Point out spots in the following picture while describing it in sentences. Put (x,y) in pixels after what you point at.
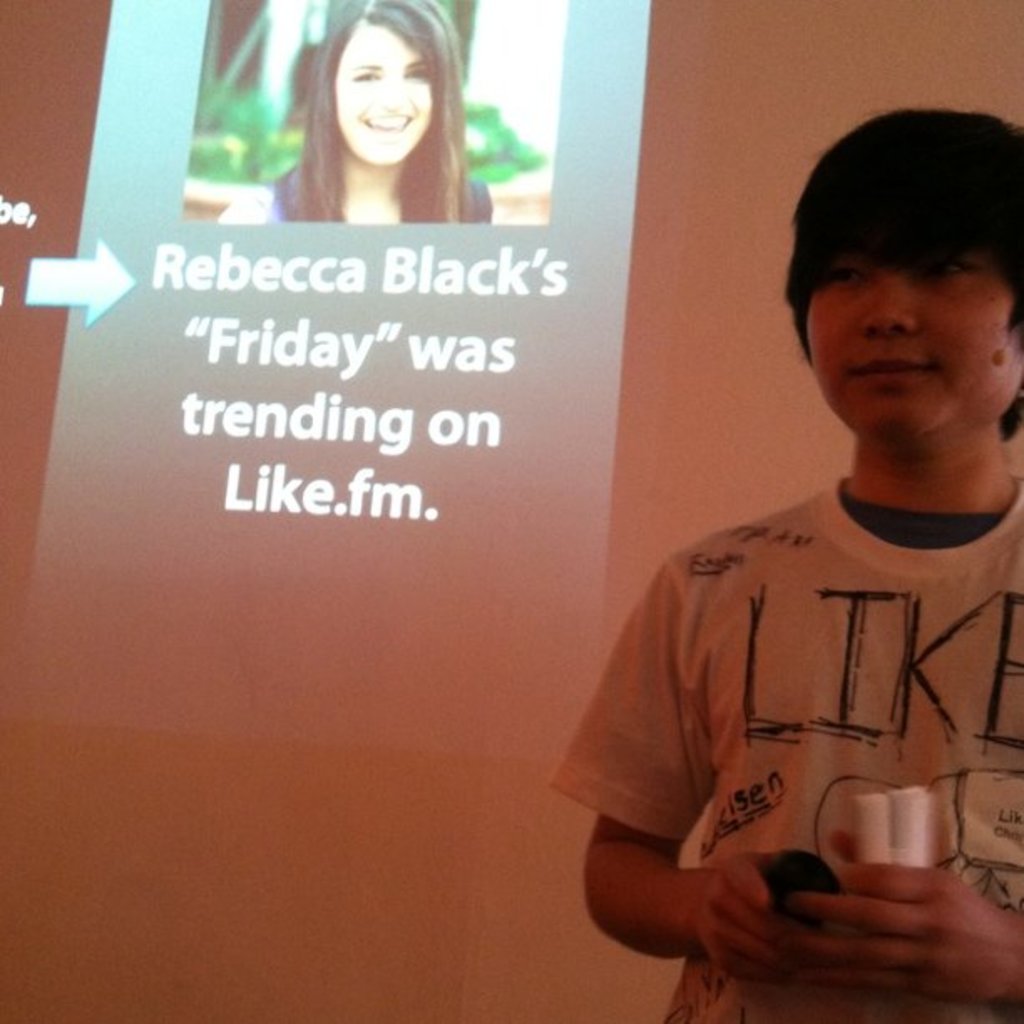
In this image there is a man (729,633) standing, in the background (18,240) there is a screen (500,404), on that screen (500,404) there is text (265,415) and a picture (447,190).
